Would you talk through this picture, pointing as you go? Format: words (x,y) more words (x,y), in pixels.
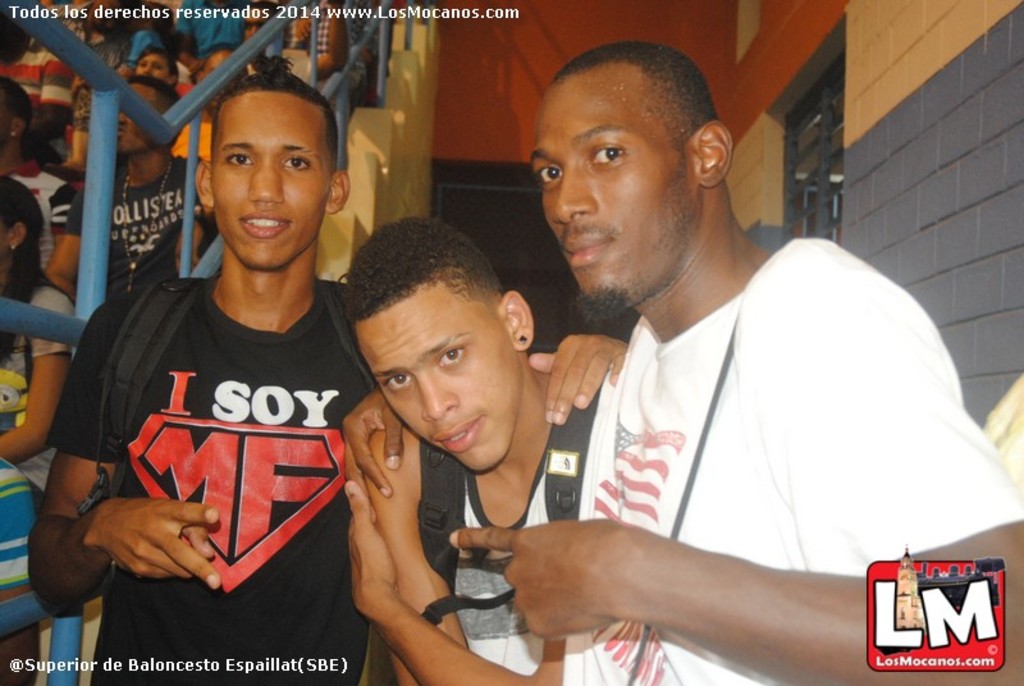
In this image there are three persons (307,225) standing and posing for the picture, beside them there are a few audience (76,222) seated.
